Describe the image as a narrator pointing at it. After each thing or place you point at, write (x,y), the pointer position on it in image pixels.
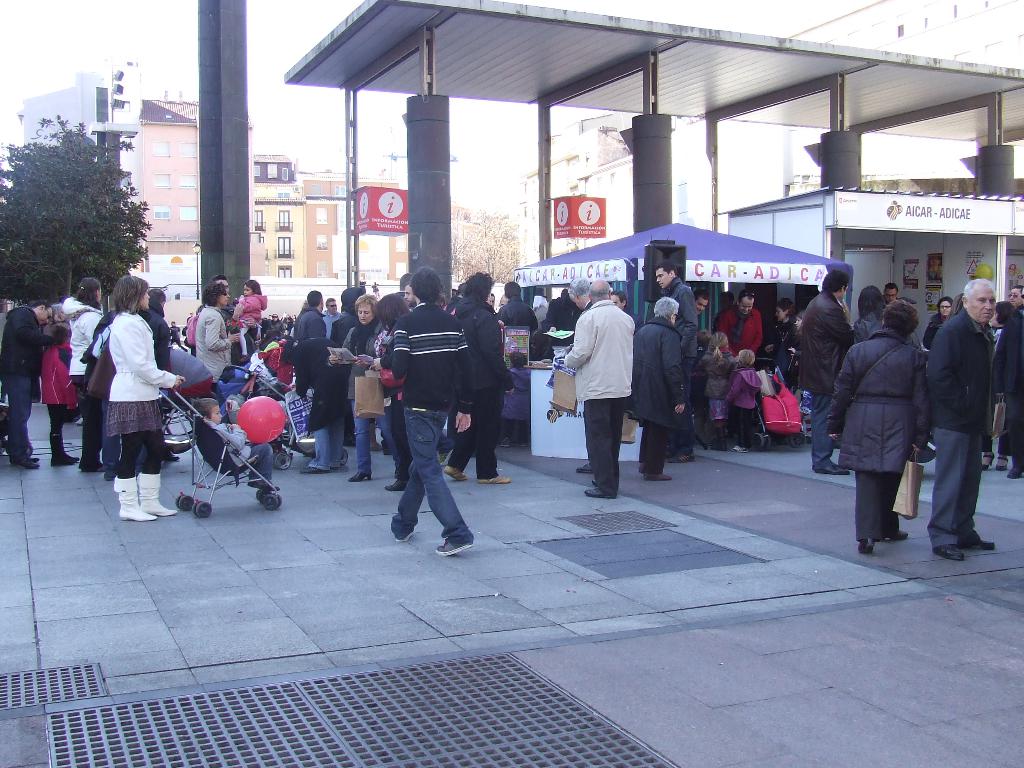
In this image there are group of persons (683,395), there are persons (937,400) truncated towards the right of the image (1012,319), there is a tree (52,208) truncated towards the left of the image (42,170), there are buildings (319,272), there is a roof (413,88) truncated towards the top of the image (593,52), there is a building (853,39) truncated towards the top of the image (937,17), there are tents (643,247), there are boards (571,227), there is text (590,278) on the boards (908,224) and tents (634,290), there is an object (966,255) truncated towards the right of the image (976,221), there is the sky (124,45) truncated towards the top of the image (139,48).
